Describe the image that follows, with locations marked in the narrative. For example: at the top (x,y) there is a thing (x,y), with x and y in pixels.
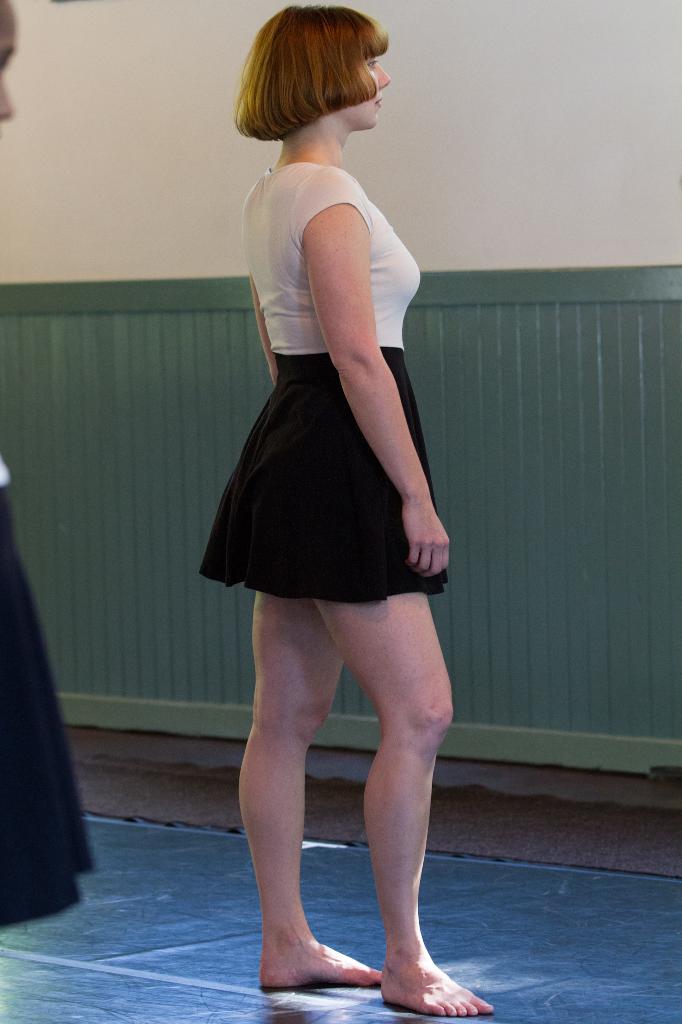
In this image I can see a woman (284,867) is standing and I can see she is wearing black and white colour dress (271,298). On the left side of this image (2,30) I can see one more person (12,715) and in the background (589,169) I can see the wall (182,118).
